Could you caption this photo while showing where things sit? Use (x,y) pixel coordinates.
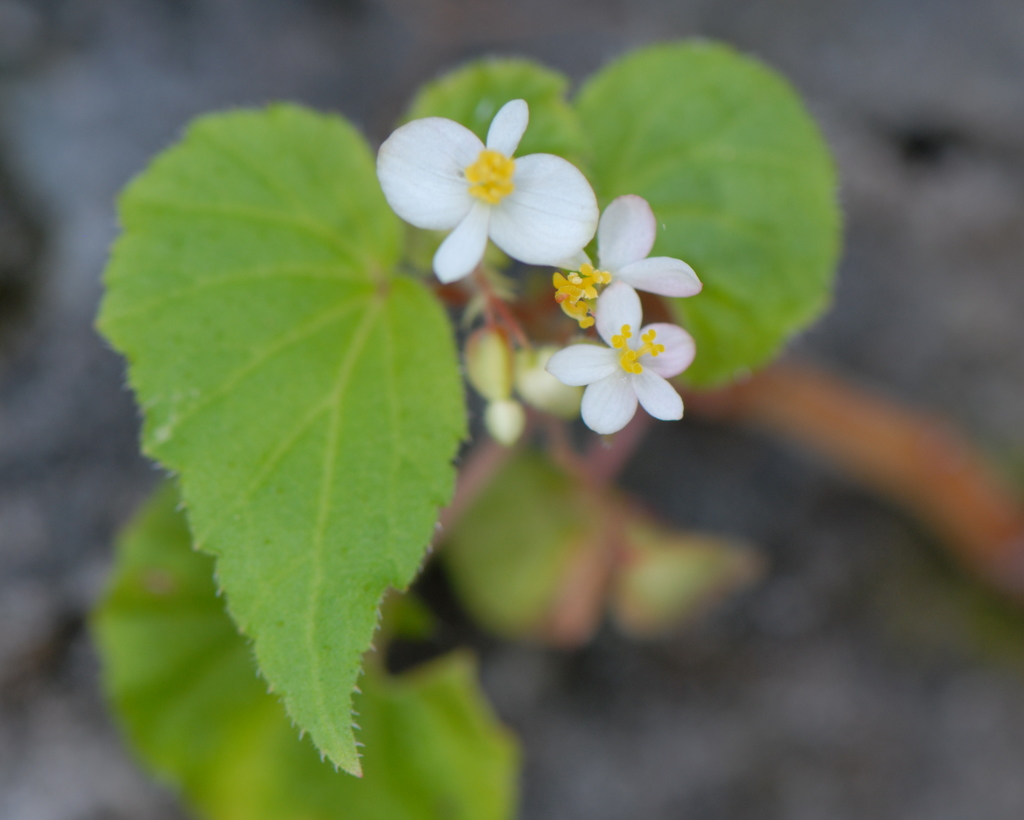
In the foreground of the picture (584,289) there are flowers (546,183) and leaves (739,152). The background (1007,777) is blurred.
